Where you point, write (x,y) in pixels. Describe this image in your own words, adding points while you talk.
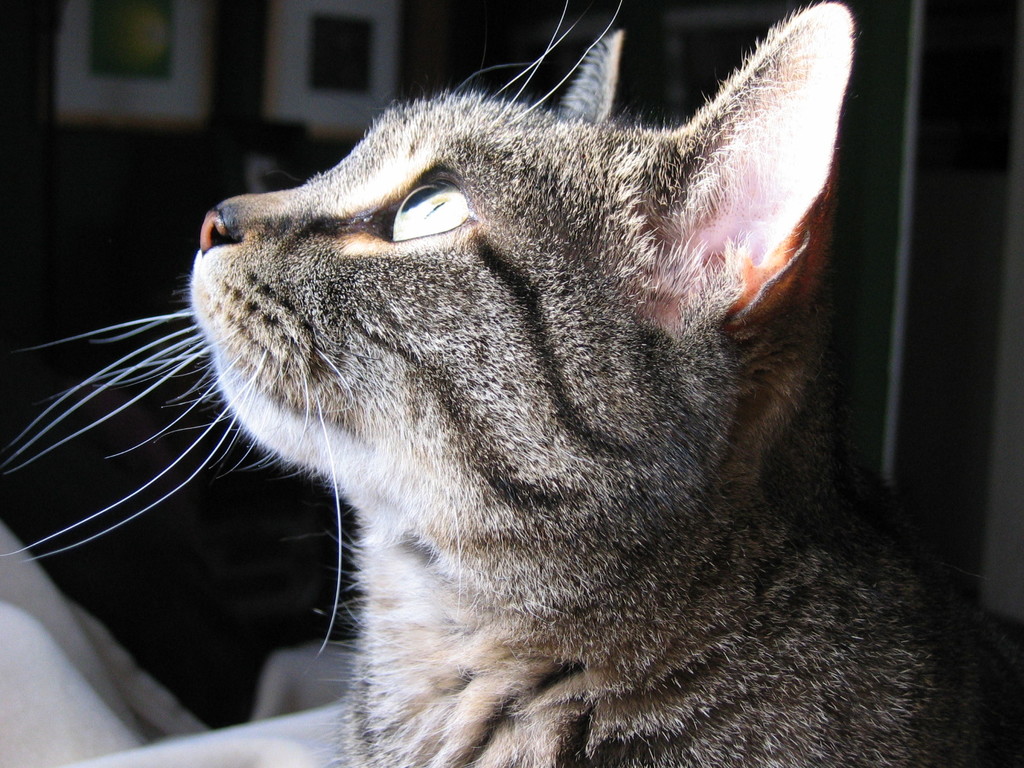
Here we can see a cat (422,461) looking upwards. Background (44,234) it is dark.
